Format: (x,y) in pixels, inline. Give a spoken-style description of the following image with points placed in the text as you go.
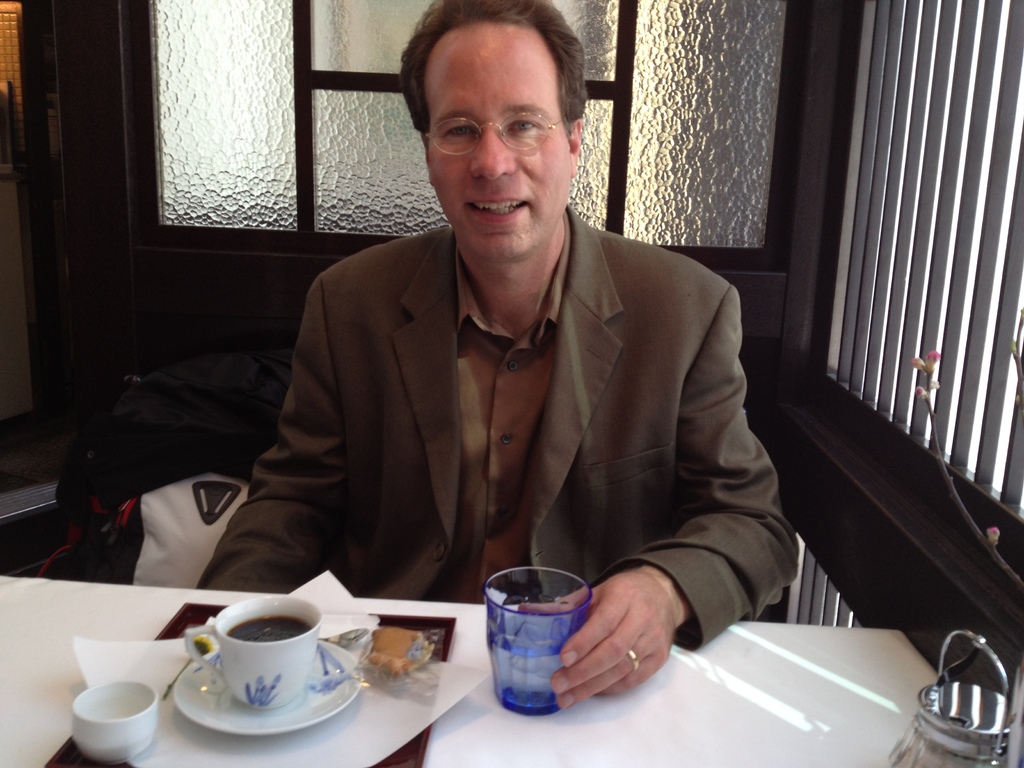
This man (573,323) wore suit (449,529) and sitting on a chair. In-front of this man (590,438) there is a table (603,711), on a table (544,767) there is a tray (368,752), cup (265,649), saucer (229,723) and glass (504,621). Backside of this man (623,351) there is a glass window (684,207).
